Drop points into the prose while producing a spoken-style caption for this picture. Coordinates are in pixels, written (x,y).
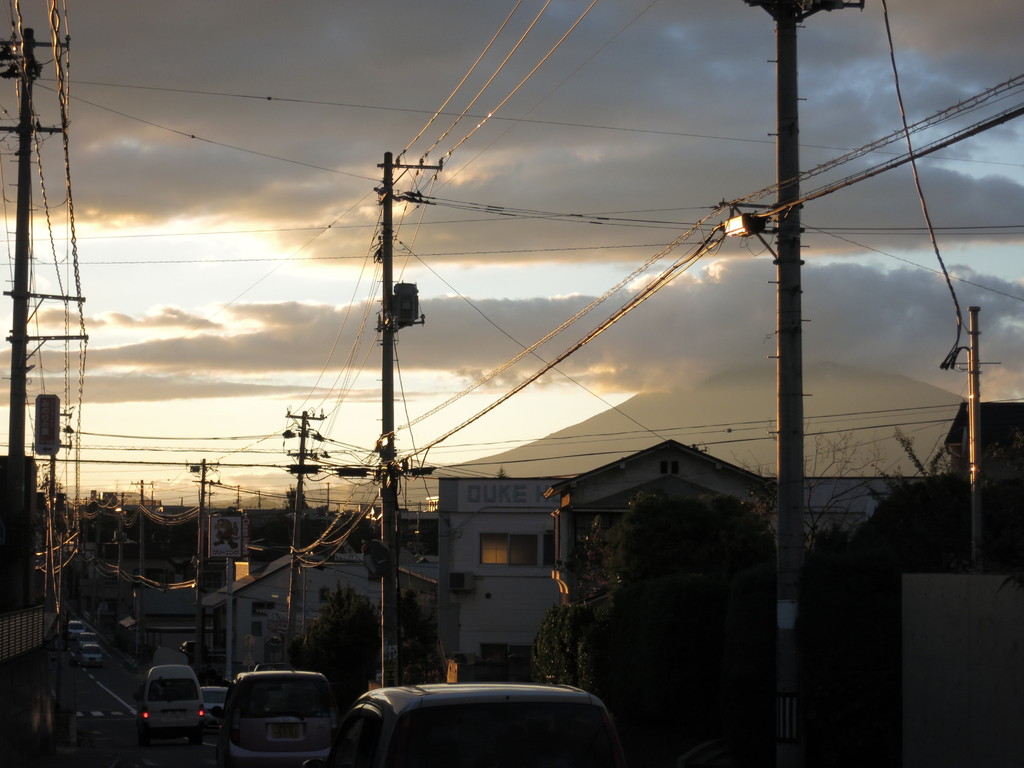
In this picture there are cars (173,666) at the bottom side of the image (186,677) and there are houses (472,531), trees (685,554), and pole (394,526) in the center of the image (675,503) and their wires (463,222) at the top side of the image (981,95).
